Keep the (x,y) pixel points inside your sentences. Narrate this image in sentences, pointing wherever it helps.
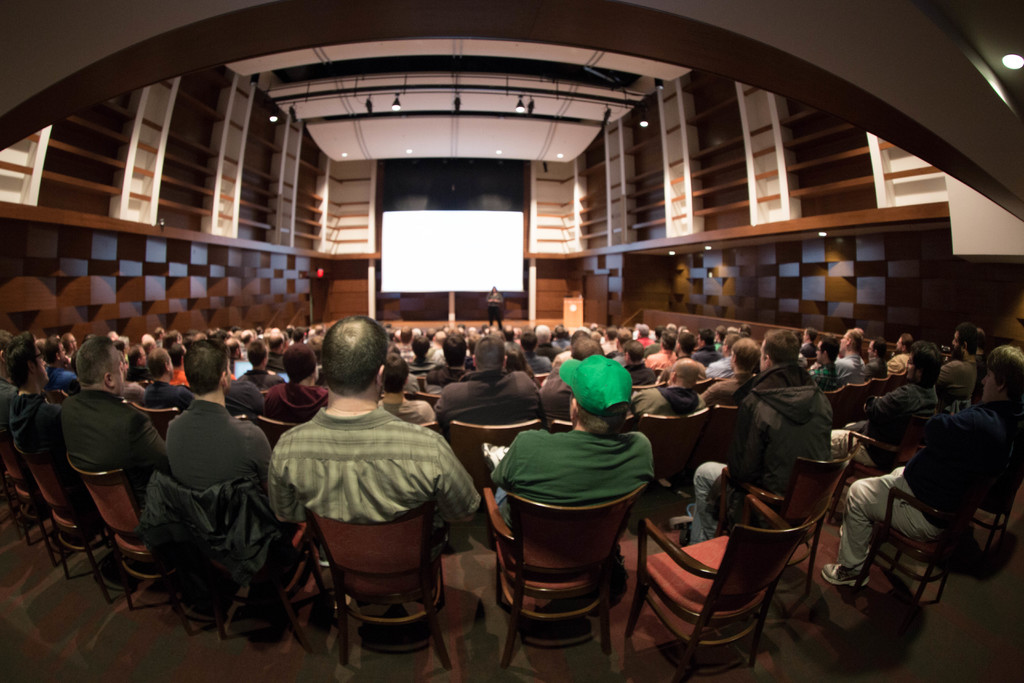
There are group of people (552,390) sitting in chairs (839,390) and there is a person (493,305) standing in front of them and there is a white screen (449,253) in the background (444,261).
